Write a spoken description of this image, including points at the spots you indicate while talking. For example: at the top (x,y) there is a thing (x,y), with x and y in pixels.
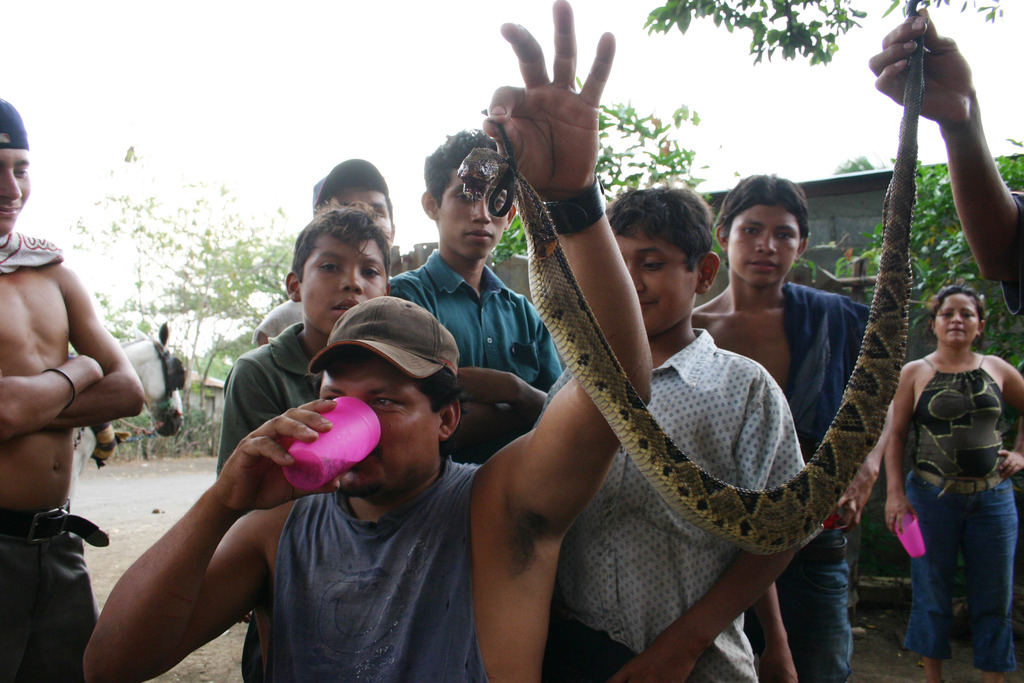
In the image we can see there are people (426,526) who are standing and the man (412,499) is holding glass (351,449) in his hand (272,466) and in the other hand (526,130) there is a snake (638,416).
